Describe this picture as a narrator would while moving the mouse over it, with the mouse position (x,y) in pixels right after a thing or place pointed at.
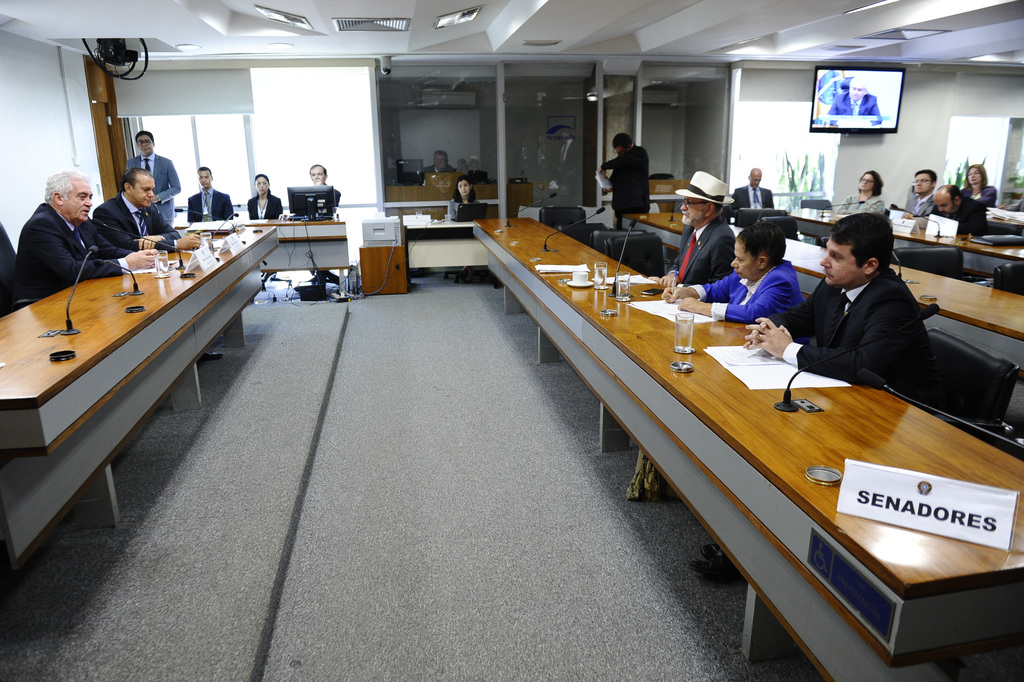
As we can see in the image there is a white color wall (18,128), screen (843,104), few people (714,181) sitting on chairs (1023,273) and a table (619,343). On table (520,230) there are glasses (681,336), mics (516,214) and papers (748,350).
